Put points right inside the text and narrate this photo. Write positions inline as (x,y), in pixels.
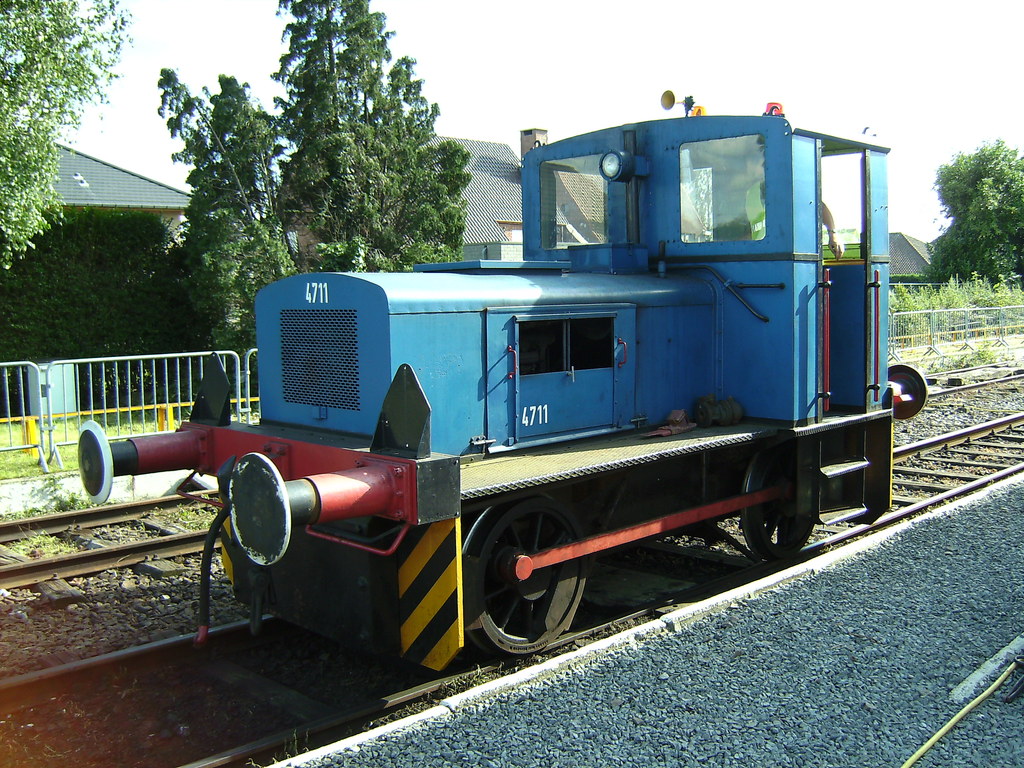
There is a train engine (654,319) which is blue in color is on the track (590,597) and there are trees (434,218) and houses (173,217) in the background (341,222).
